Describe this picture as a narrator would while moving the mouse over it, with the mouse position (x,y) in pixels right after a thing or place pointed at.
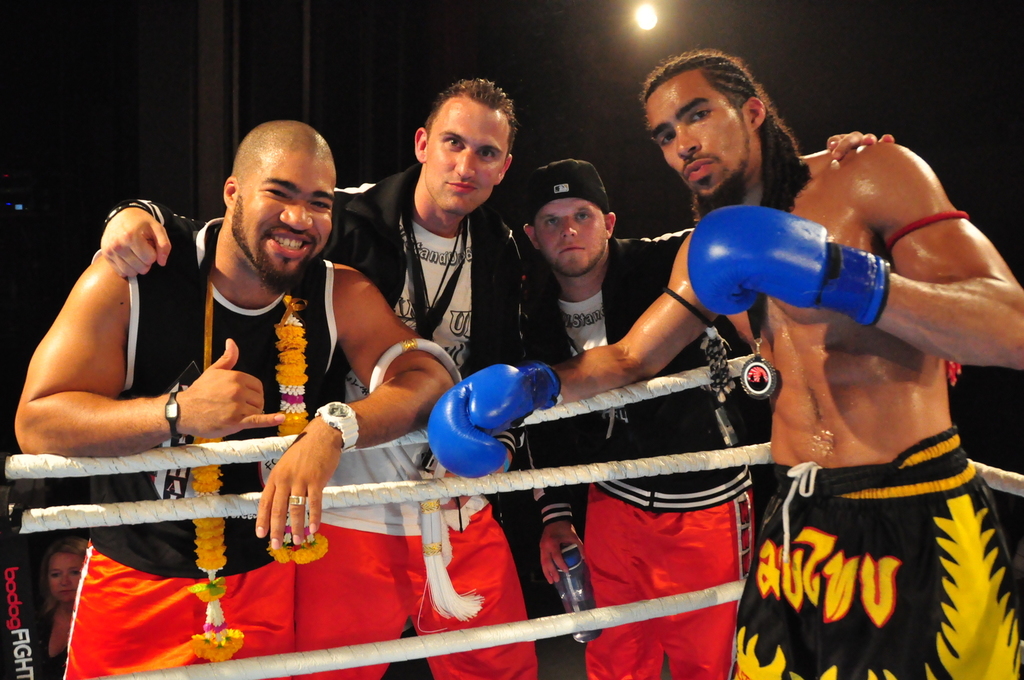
Background (725,12) portion of the picture is dark. At the top (652,25) we can see a light (651,10). In this picture we can see a boxer (829,296), wearing boxing gloves (829,296) in blue color. We can see three men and they all are standing near to the ropes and giving a pose. In the bottom left corner (65,641) we can see a woman (64,642) and there is something written.
